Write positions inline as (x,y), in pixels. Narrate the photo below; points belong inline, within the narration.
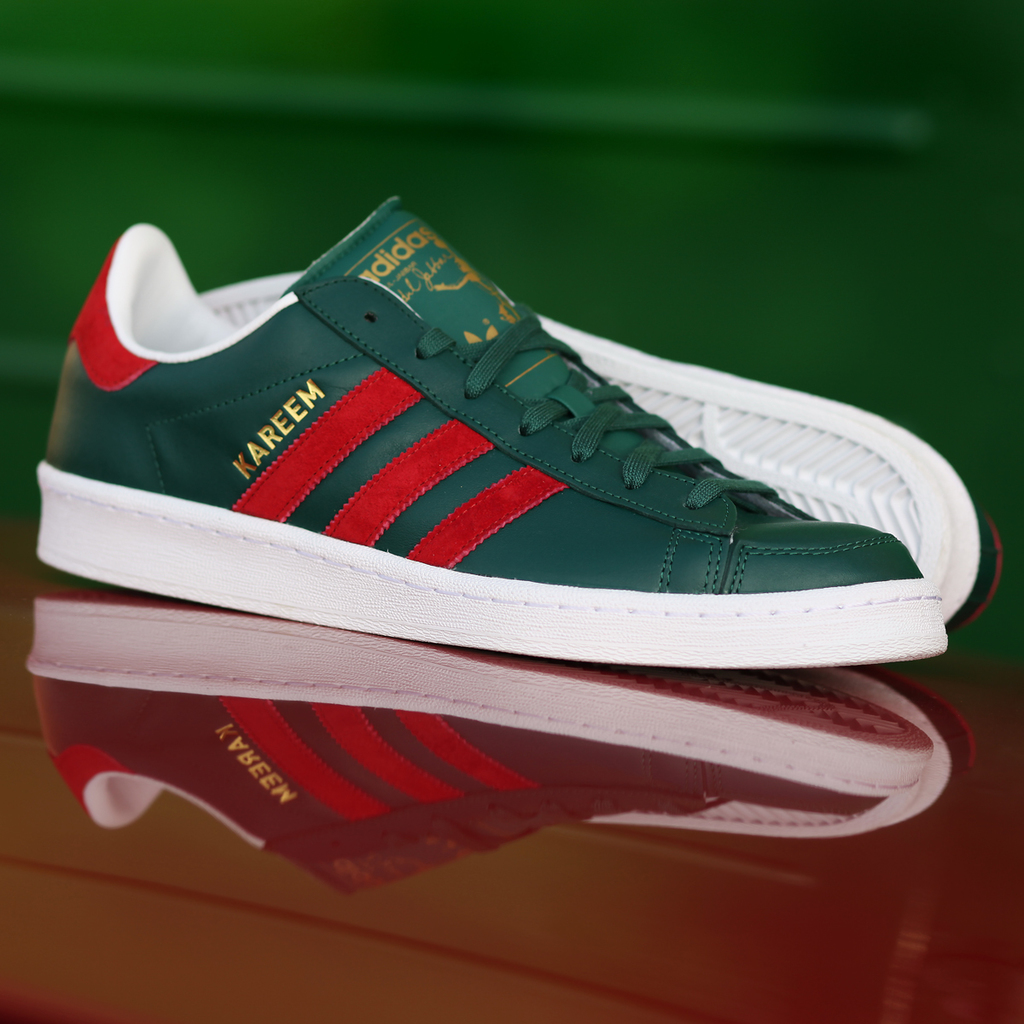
On this red surface (707,766) we can see a pair of shoes (925,460). Background (272,55) it is blurry and it is in green color.
